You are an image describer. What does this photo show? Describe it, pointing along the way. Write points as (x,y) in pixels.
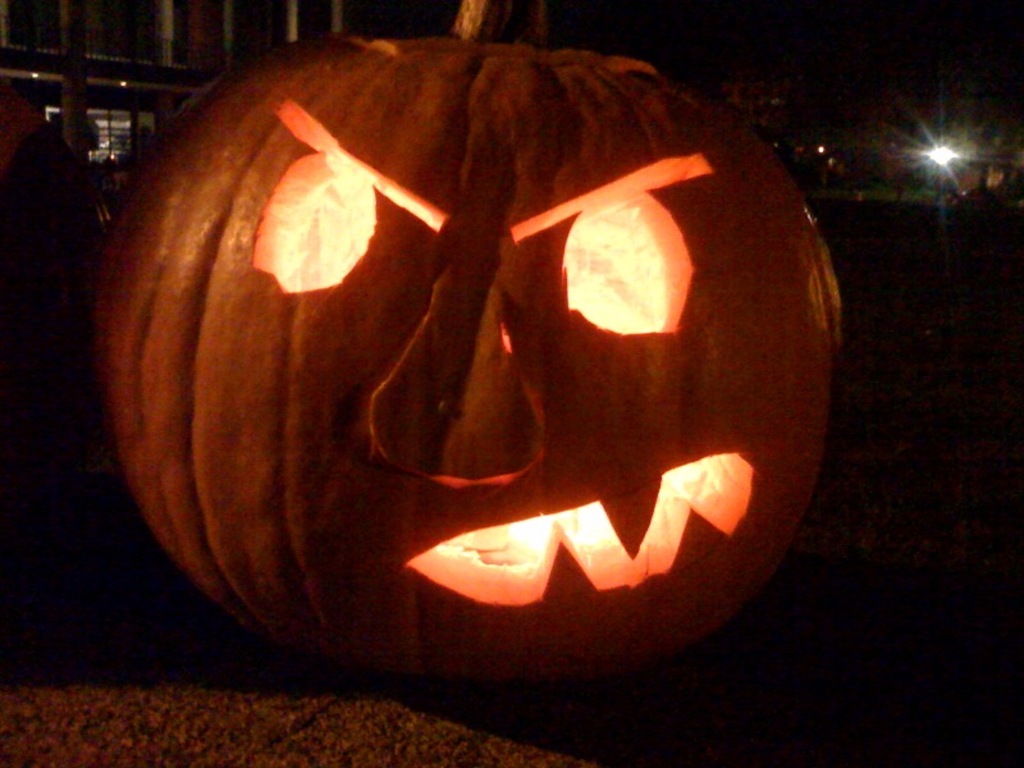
There is a light (580,521) in the pumpkin (583,258). Which is cut in the shape of person's face (368,511) and is on the ground (467,697). In the background (27,86), there are lights (932,147) and there is a building (86,51). And the background (1017,200) is dark in color.
